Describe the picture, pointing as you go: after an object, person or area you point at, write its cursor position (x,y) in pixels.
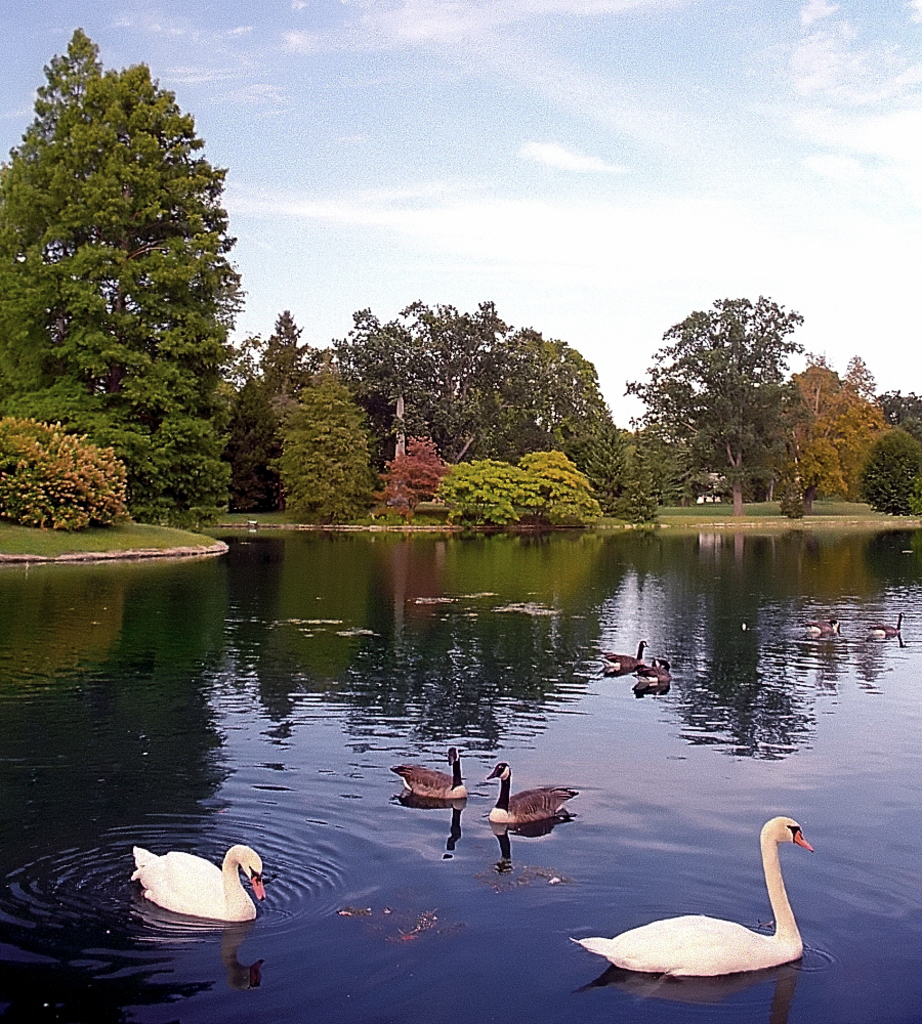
In this picture we can see birds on the water (313,727). In the background of the image (845,497) we can see grass (837,509), trees (418,449) and sky (627,164).
